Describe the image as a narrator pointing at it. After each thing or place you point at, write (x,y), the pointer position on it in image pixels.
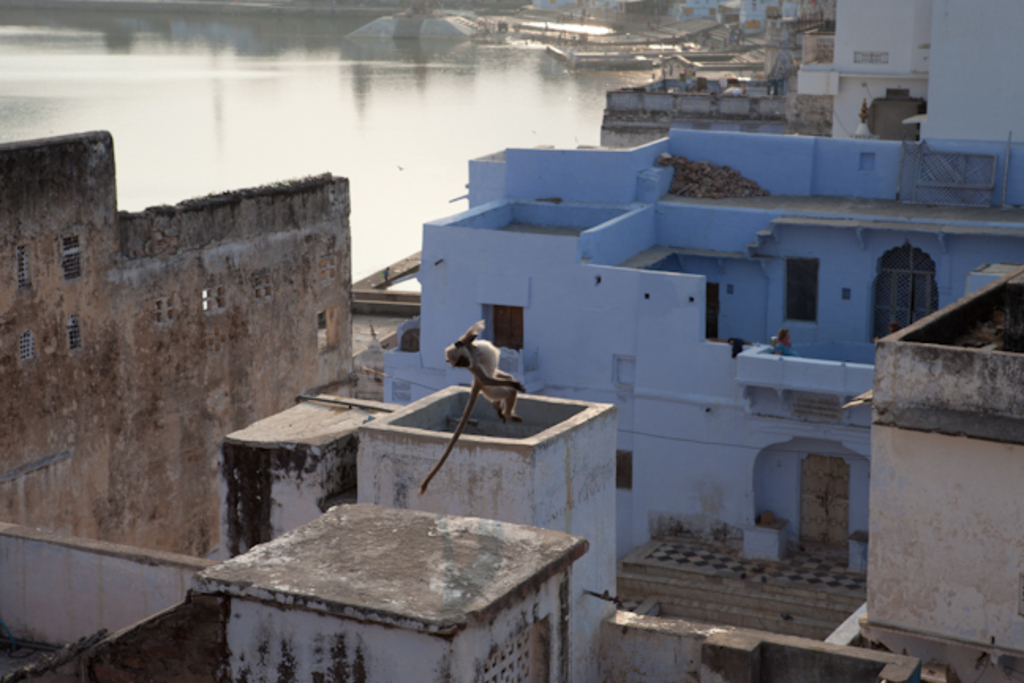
In this image a monkey (477,368) is jumping in air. A person (789,351) is sitting on the top of a building (804,352). Right side (953,565) there are few buildings (620,310). Left top there is water (288,64).
